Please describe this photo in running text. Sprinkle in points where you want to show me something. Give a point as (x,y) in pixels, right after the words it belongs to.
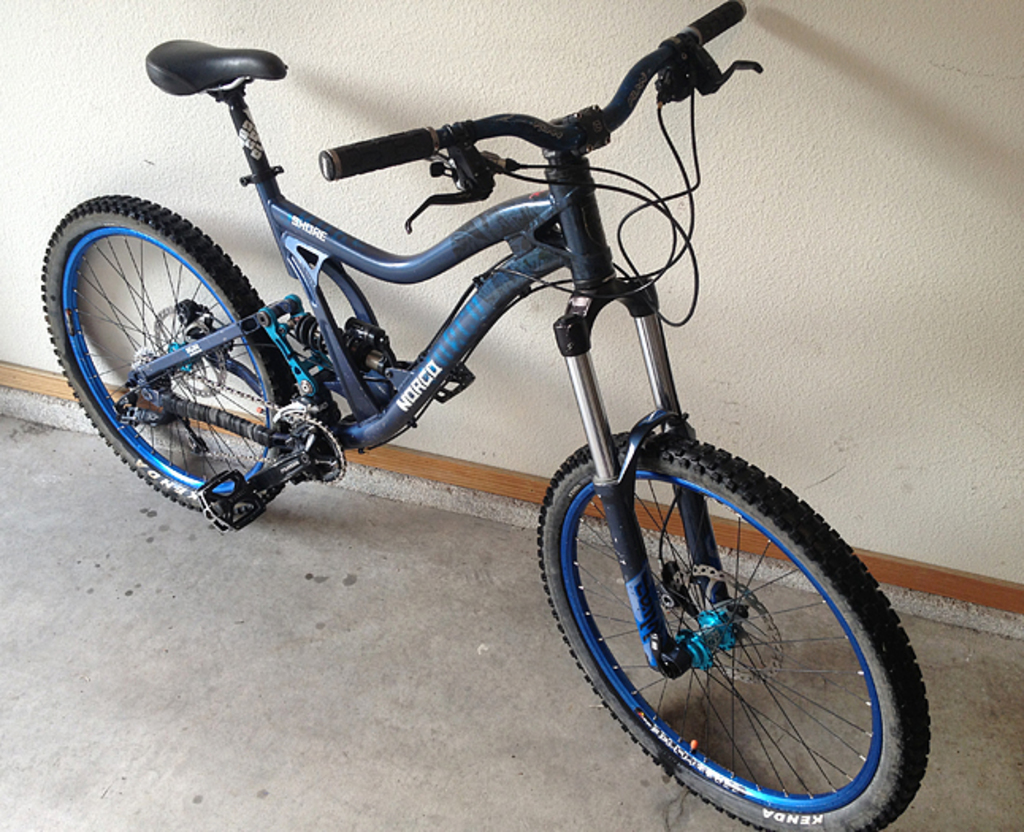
In this image there is a bicycle (359,428) parked on the floor (309,650). Behind it there is a wall (447,47).
